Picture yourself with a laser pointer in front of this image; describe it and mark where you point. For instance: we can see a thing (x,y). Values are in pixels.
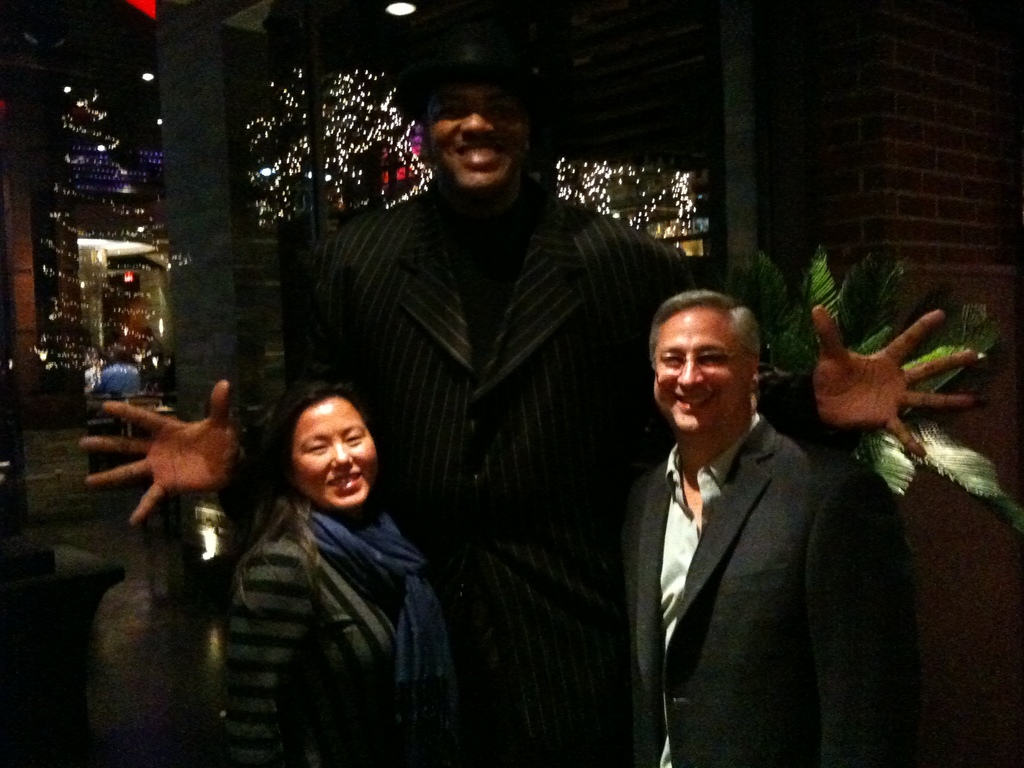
In this picture we can see there are three people (401,416) standing and behind the people (629,368) there are house plants (880,325), wall (899,171) and some decorative lights (389,159). At the top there are ceiling lights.
